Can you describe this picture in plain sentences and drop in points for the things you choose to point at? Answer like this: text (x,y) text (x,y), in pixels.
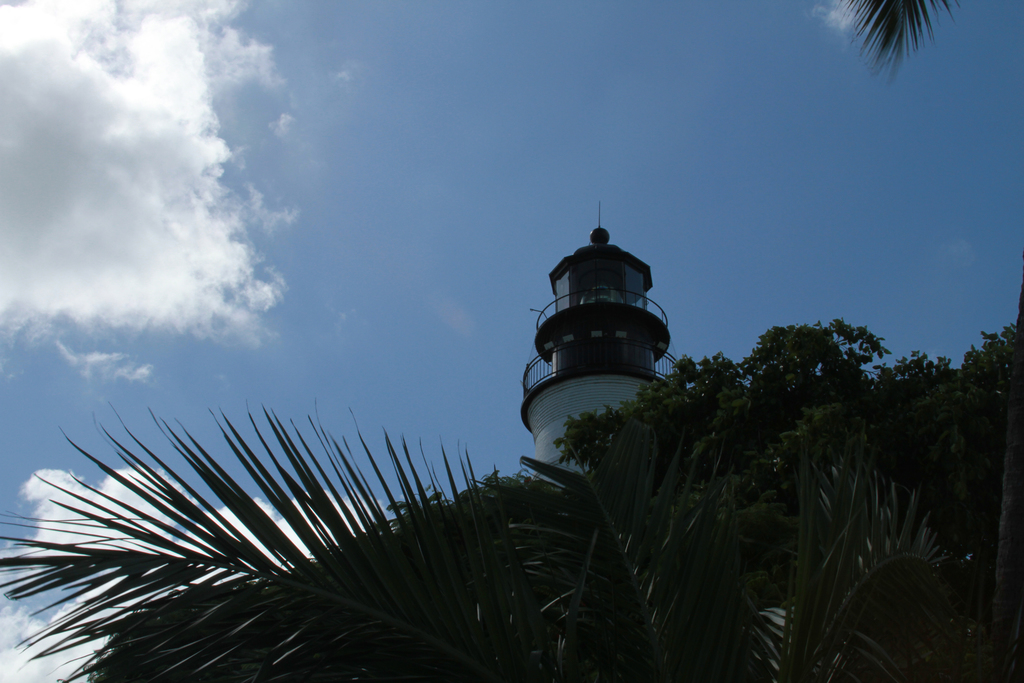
In this image we can see trees (619,546), tower (638,325) and sky (534,139) with some clouds (150,132).
